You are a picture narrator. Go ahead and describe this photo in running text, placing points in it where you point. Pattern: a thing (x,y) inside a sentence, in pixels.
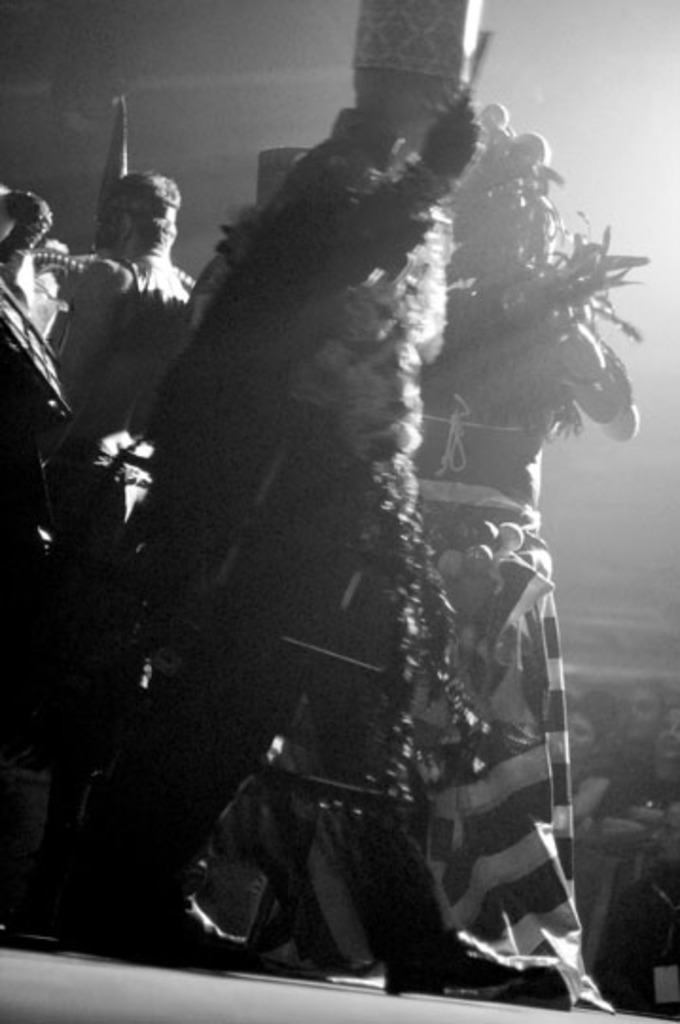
This is a black and white image, in this image there are people (248,396) standing wearing costumes (237,607).
